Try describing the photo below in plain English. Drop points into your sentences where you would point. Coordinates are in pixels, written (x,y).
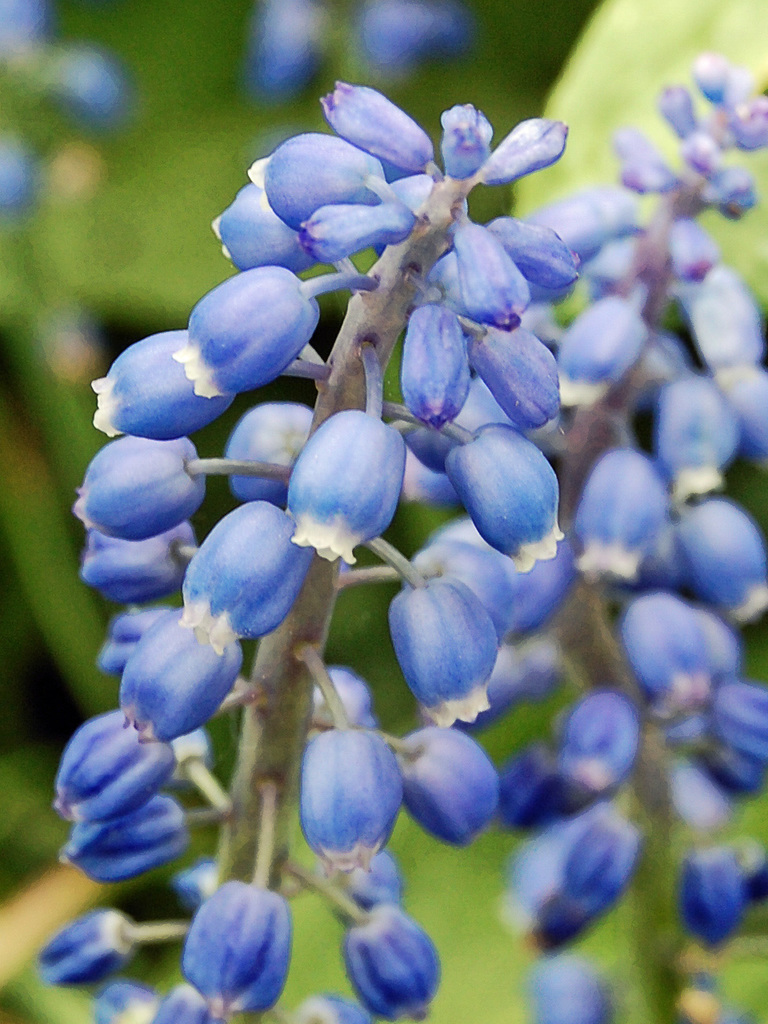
In this image we can see flowers (343,768).
